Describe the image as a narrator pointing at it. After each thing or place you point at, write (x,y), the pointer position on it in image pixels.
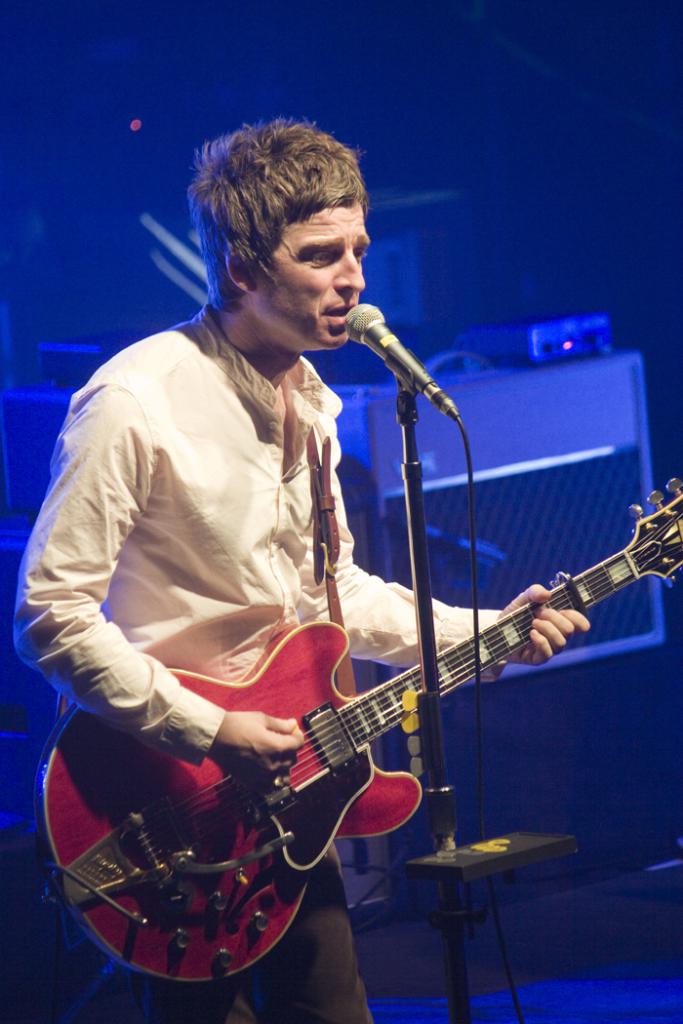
In this image I can see a person (98,684) standing and singing in front of the microphone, and the person (215,636) is holding a guitar (178,799). The person (216,549) is wearing cream color shirt (216,476) and brown color pant (294,950) and I can see blue color background (94,222).
